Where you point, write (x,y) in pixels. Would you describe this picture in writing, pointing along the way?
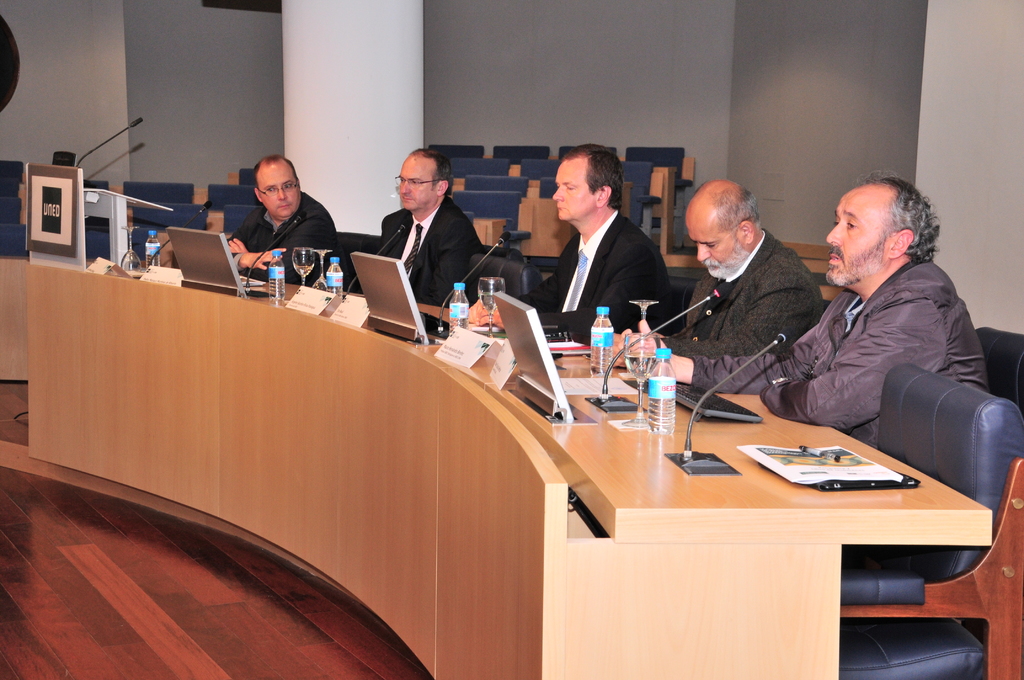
There are five people (417,239) sitting in front of a table (65,291) in which every one is having a microphone (669,325) in front of them and a monitor (228,270) too. There is a table (488,447) on which these were placed. There are some name plates (463,329), bottles (461,320) and a glass (486,297) on the table (372,353). In the background (340,105) there is a pillar (343,99) and a wall (566,92).
